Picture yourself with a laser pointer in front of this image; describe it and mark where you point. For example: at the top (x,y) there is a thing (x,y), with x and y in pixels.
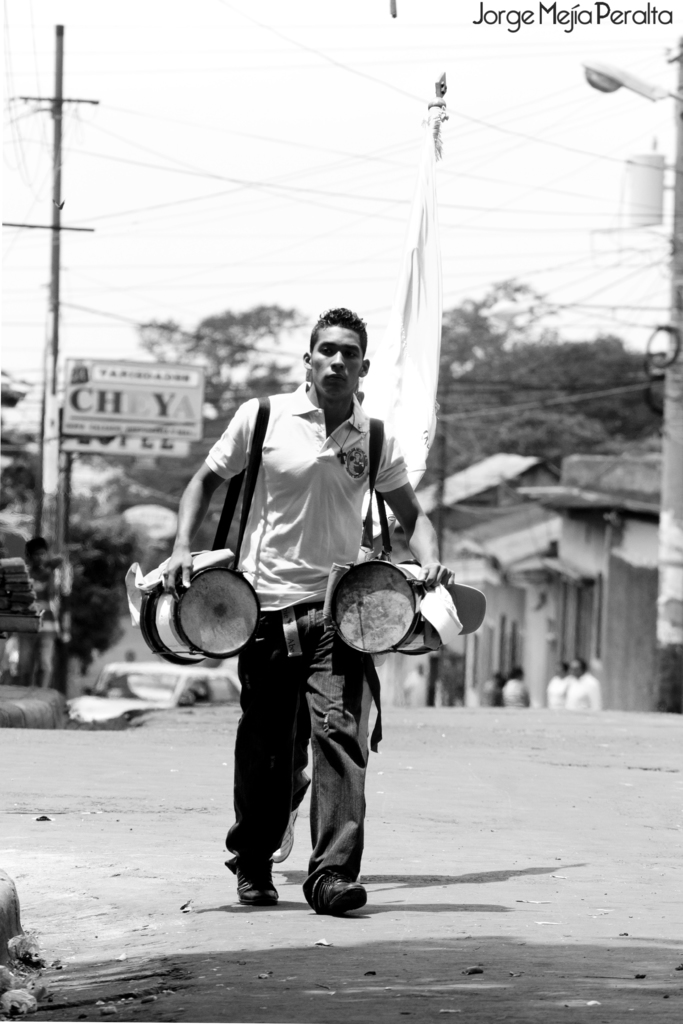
This is a black and white picture, a man (285,662) is walking on a road (381,978). The man (284,705) is holding a music instruments (374,614). Background of this man (281,506) there is a pillar (55,403), board (107,423) and trees (446,410). On the right side of the man (334,478) there is other pillar (679,355) to the pillar (682,337) there is a light (604,80), street light (599,81).
